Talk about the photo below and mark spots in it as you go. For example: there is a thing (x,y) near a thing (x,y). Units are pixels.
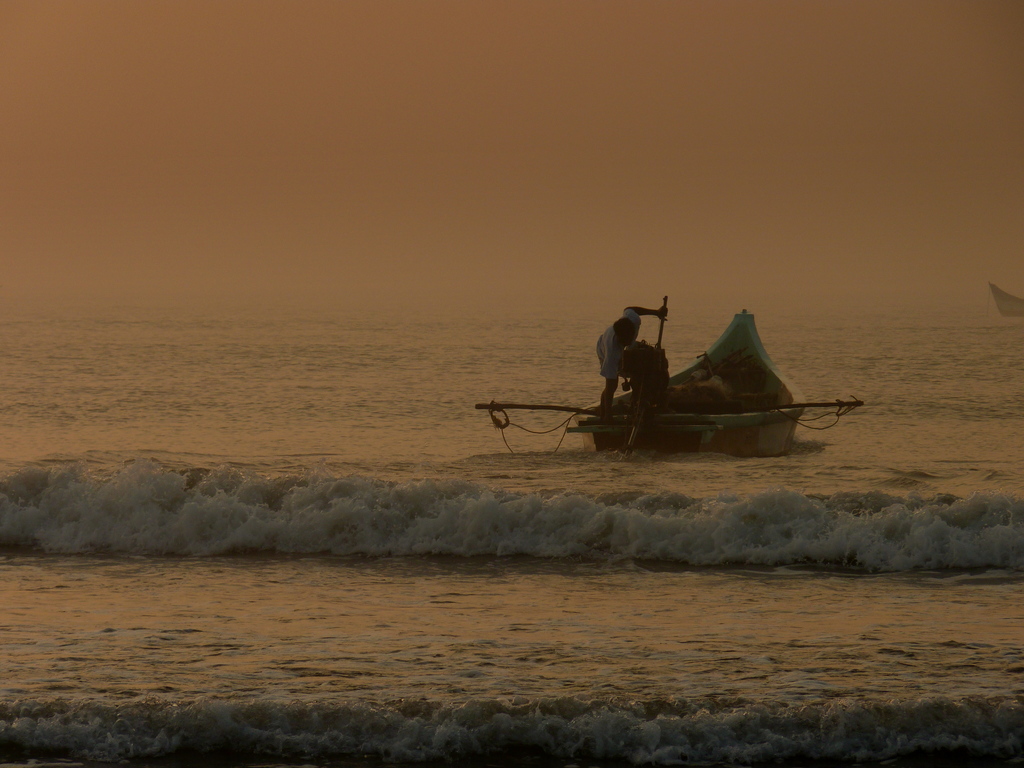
In this image I see the water (499,379) and I see boat (739,375) over here on which there is a person (618,372) who is holding things (639,374) in hands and I see another over here in the background (1007,296).
